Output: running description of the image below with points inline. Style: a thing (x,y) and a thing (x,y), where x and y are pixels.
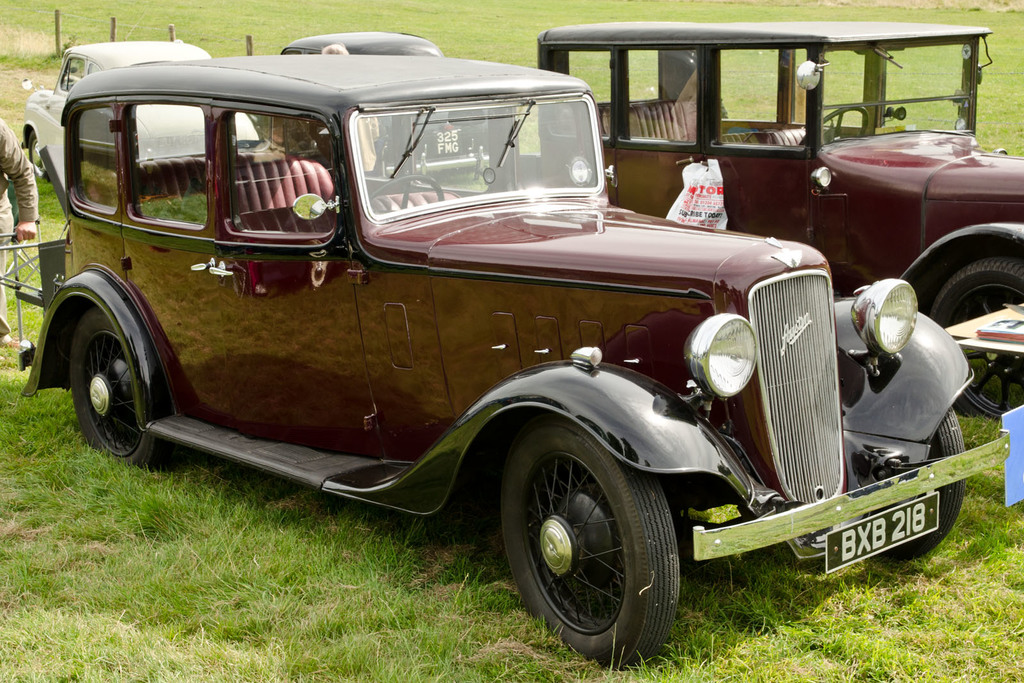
In this picture there are Antique cars (668,28) in the image, on the grassland (24,404) and there is man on the left side of the image (12,206).
